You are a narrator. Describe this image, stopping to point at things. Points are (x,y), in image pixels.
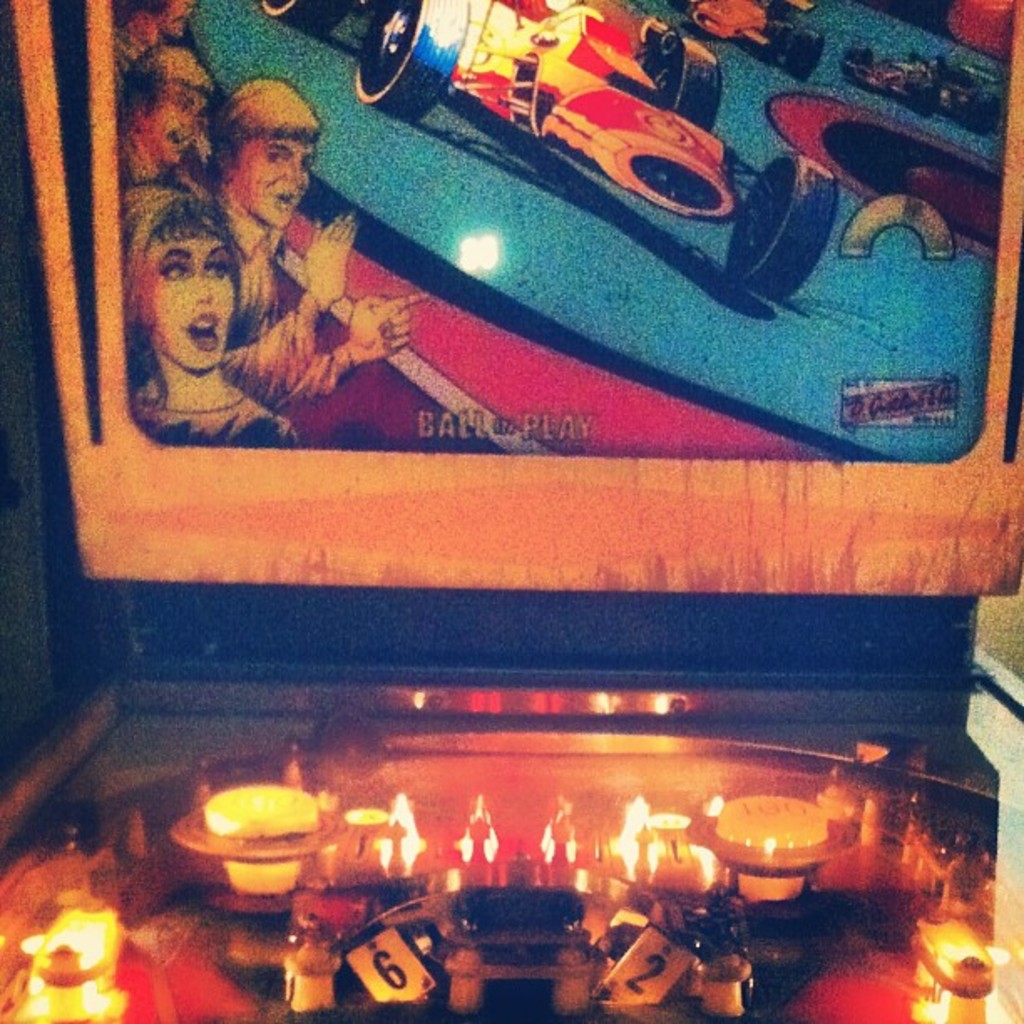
In this image, we can see a board (432,461) and there are lights (794,816) and some other objects (402,909) on the table (134,753).
